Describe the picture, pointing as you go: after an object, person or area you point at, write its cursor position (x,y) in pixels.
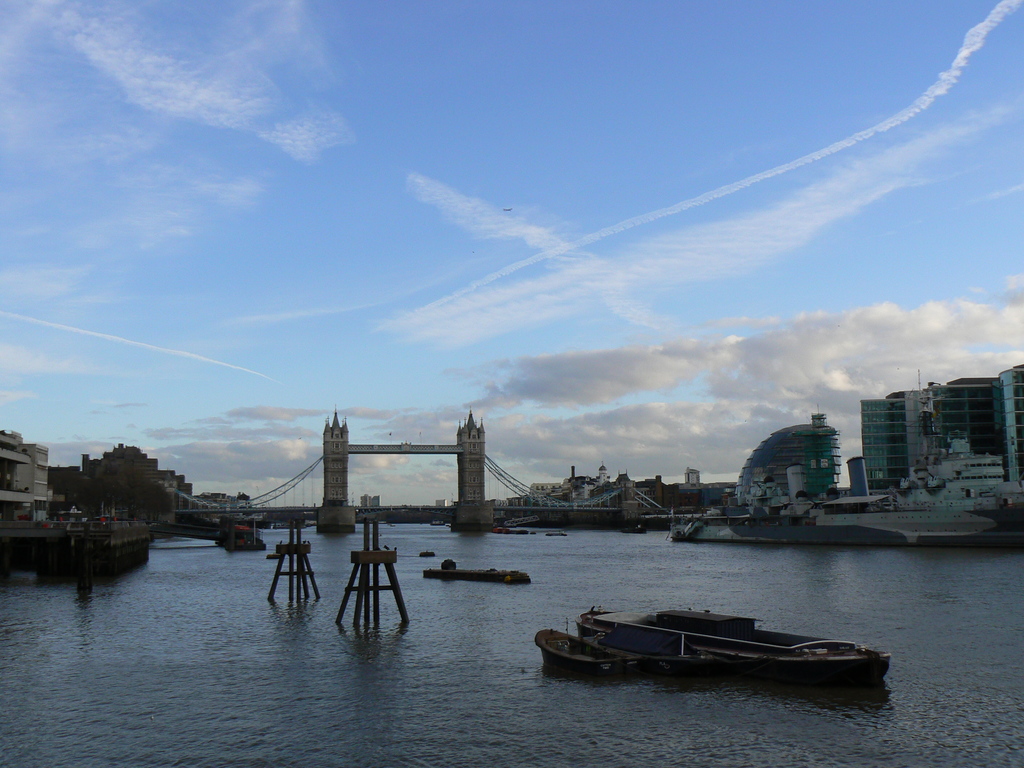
In the foreground of this picture (614,645), there are boats (669,652) on the water (435,666). In the background (80,503), there are buildings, bridge (475,470), water (366,657), sky (542,470) and the cloud (519,450).
